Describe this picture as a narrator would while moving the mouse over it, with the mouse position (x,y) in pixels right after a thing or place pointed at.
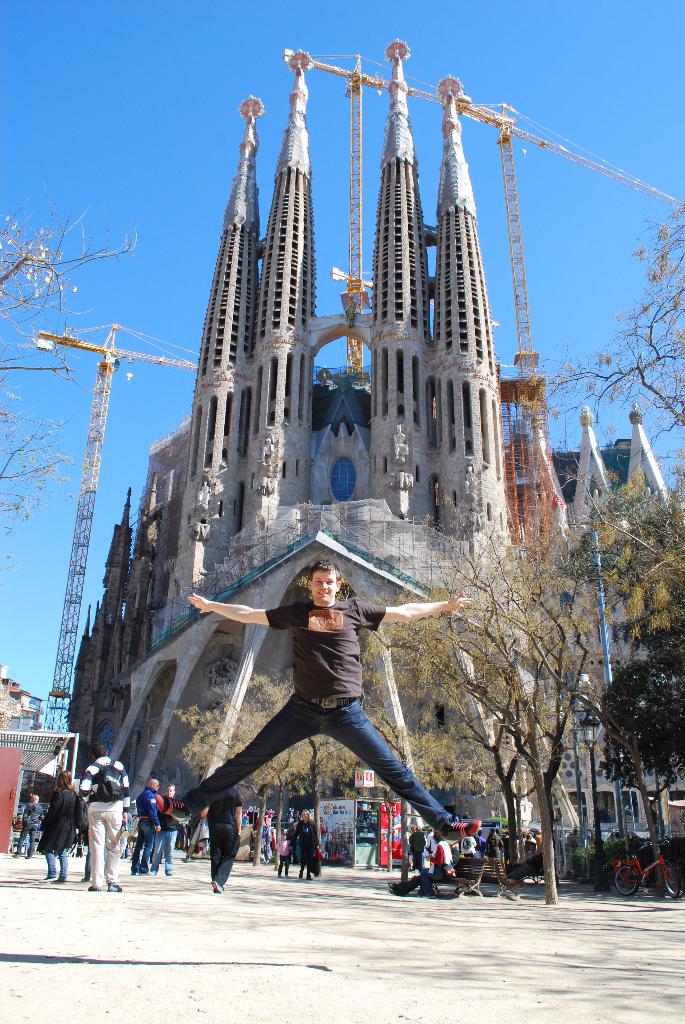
In this image I can see few building (229,658), castle (401,206), trees (257,713), cranes (641,187), few people (264,757), stores (395,808) and few bicycles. I can see few people (443,854) are sitting on bench (472,869). The sky (137,180) is in blue color.
